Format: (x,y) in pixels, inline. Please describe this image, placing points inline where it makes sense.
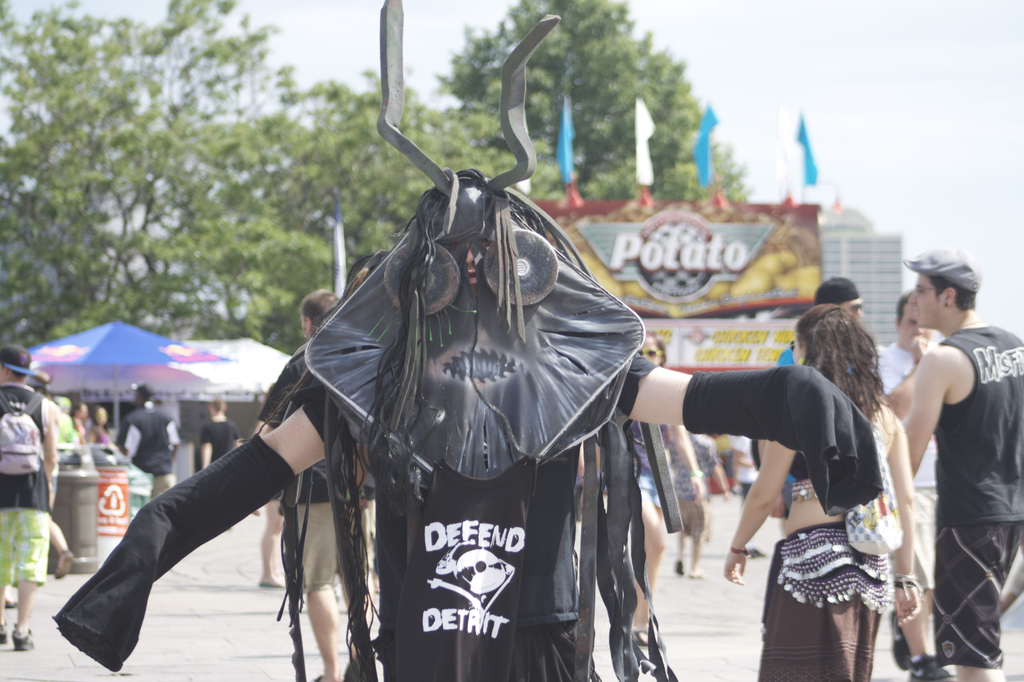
In the center of the image (551,333), we can see a person (493,424) wearing costume (531,345) and in the background (176,343), there are some other people (3,408) and we can see tents (124,329), poles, flags (641,153), boards (655,217), buildings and some other objects (98,480) and we can see trees (641,95). At the bottom (698,626), there is road (694,622) and at the top (838,66), there is sky (838,66).
